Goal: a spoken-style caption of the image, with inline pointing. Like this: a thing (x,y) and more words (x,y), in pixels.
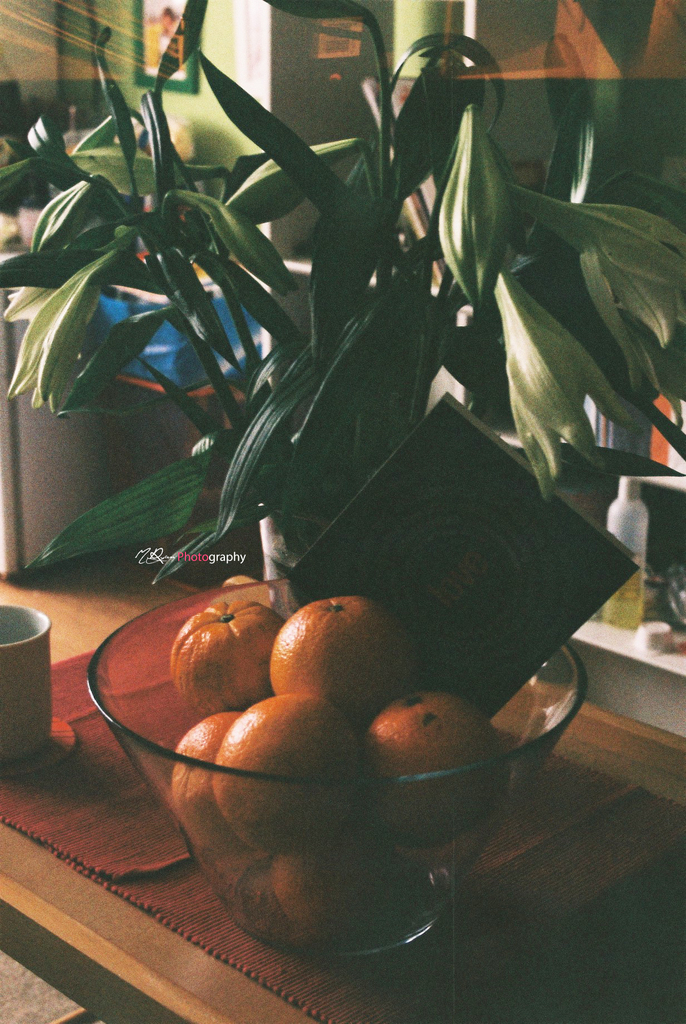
In this image there is a plant (368,403) and a bowl (299,837) on a table (424,964). there are oranges (297,751) on a bowl (378,801). on the right (617,643) there is a bottle (627,602) and some books (634,435) on a shelves (656,495). On the left (12,618) we can see a cup (27,667) and on the top (183,74) there is a frame (152,79).
